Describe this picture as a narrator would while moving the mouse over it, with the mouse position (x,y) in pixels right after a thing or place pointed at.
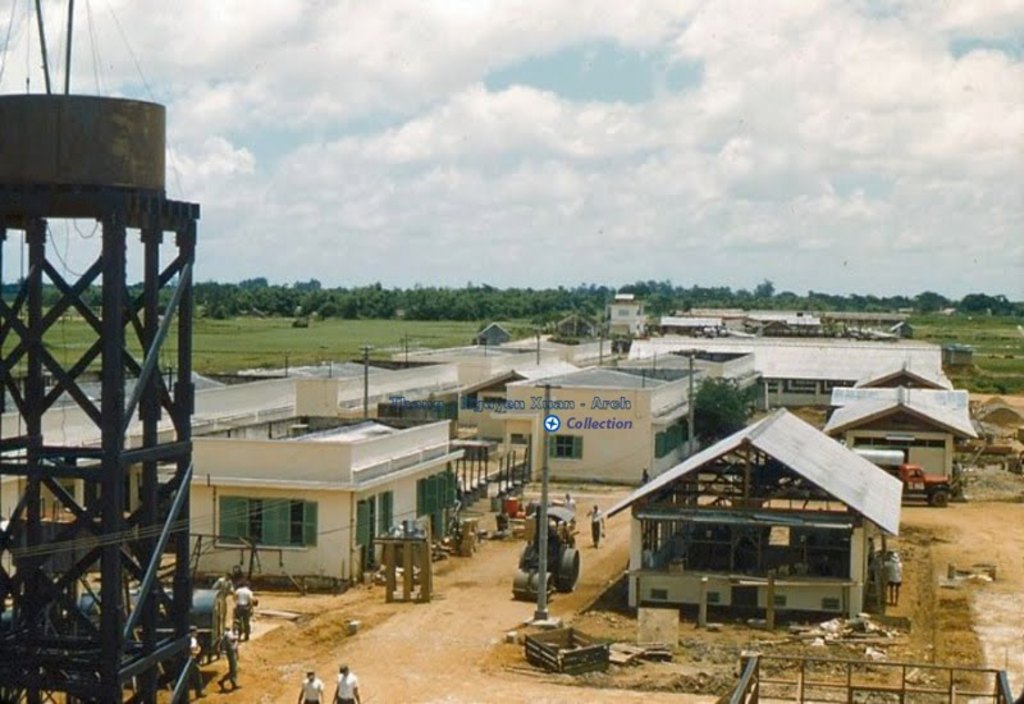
In this image we can see some building (482,339) and there are some people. On the left side (127,466), we can see a tower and some vehicles (574,584). In the background (237,220), we can see some trees (350,301), grass (341,329) on the ground (348,601) and we can also see the sky (428,83) with clouds (822,75).
